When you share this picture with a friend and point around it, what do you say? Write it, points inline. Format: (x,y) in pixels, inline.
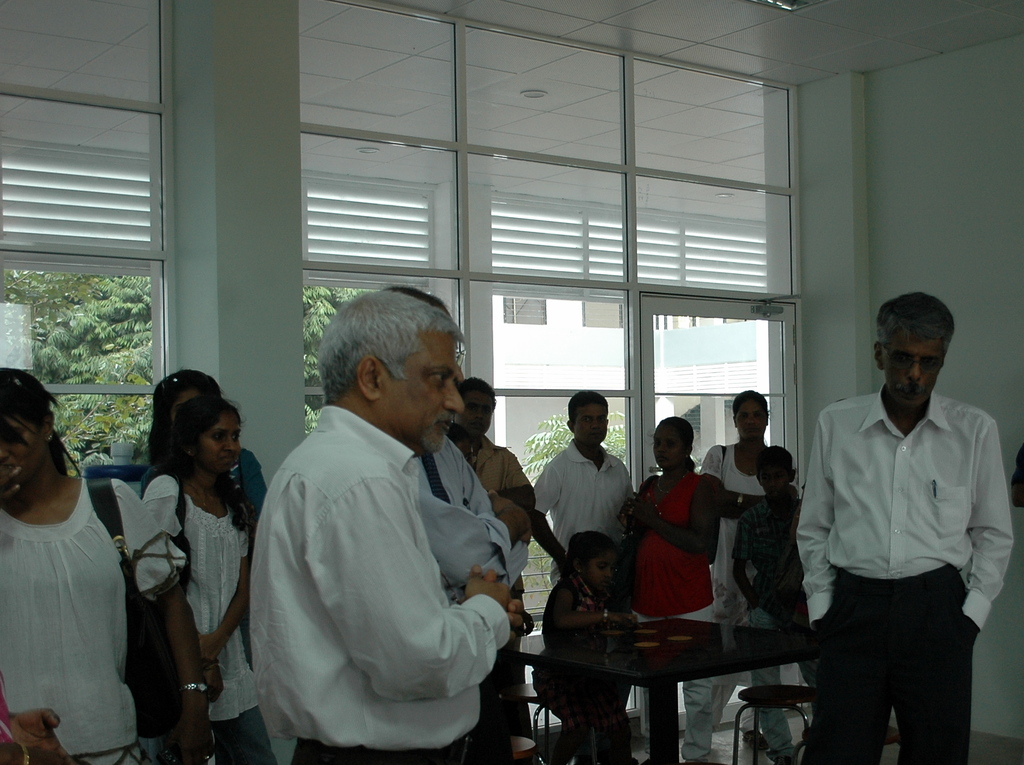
The picture is taken in a room (978,318). In the foreground of the picture (27,545) there are people (356,678) standing and there are chairs (737,727) and table (663,628). In the center (464,269) there is a wall (466,293) made of glass (582,300), outside wall (410,250) there are trees (149,328) and building (559,333). On the right (925,180) it is wall (954,237) painted white.
